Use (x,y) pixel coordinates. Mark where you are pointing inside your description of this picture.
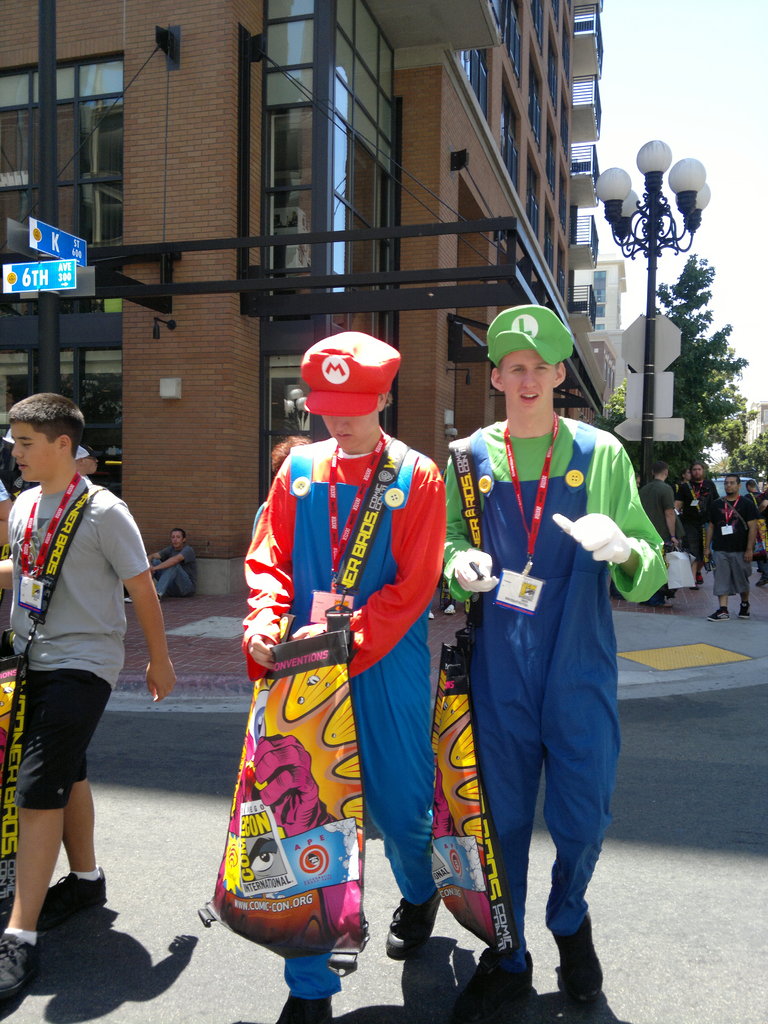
In this image there are few people (98,629) walking on the road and few are walking on the pavement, one of them is sitting, in the background (225,573) there are buildings (324,193), pole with boards (637,325), street lights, trees (685,394) and the sky (620,25).
